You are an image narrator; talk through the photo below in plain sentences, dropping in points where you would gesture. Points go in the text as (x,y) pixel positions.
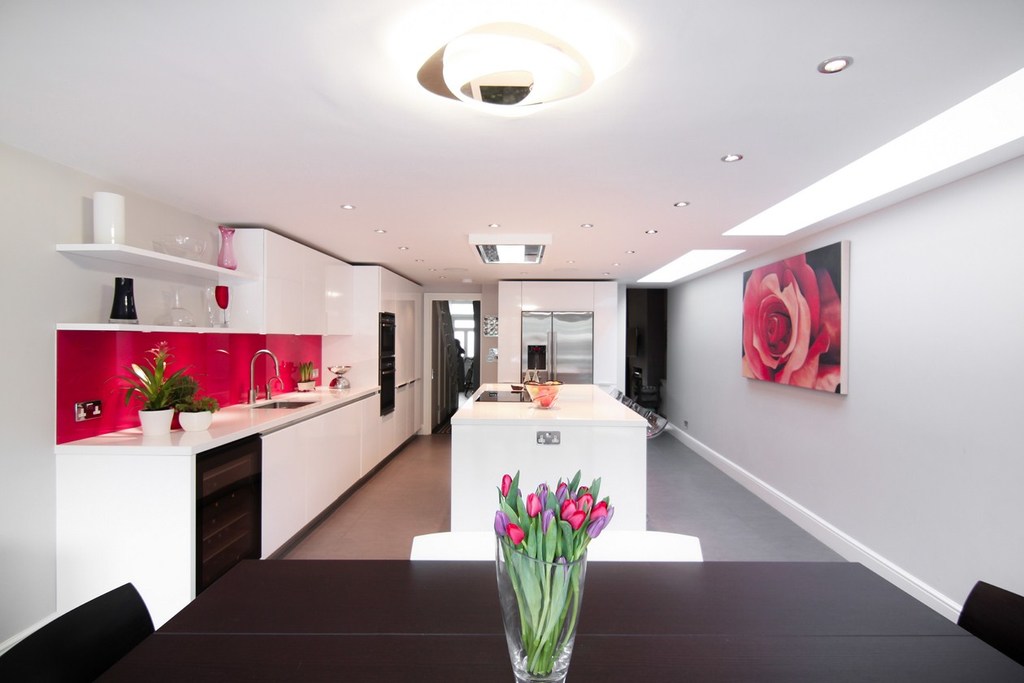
In this image I can see a frame (775,334) on this wall (878,353). Here i can see few plants (179,397) and a sink (288,404).
